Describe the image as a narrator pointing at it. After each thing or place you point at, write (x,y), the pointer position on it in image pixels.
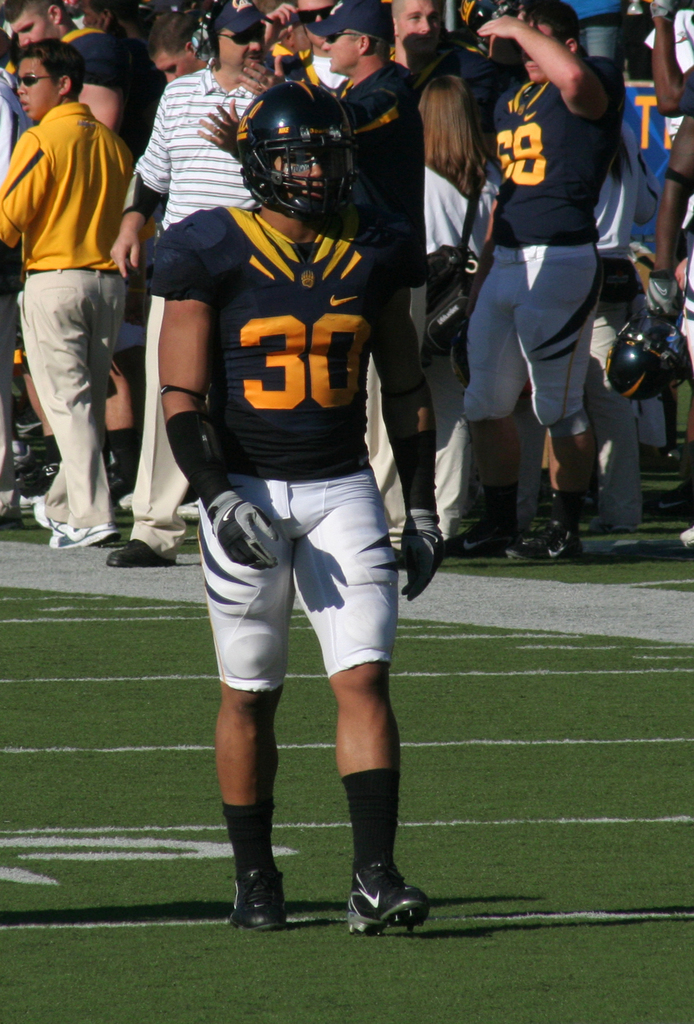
A person (223,331) is walking, wearing helmet (259,131), black t shirt (250,433), gloves (246,559) and white shorts (319,532). Behind him many people (427,93) are standing.
